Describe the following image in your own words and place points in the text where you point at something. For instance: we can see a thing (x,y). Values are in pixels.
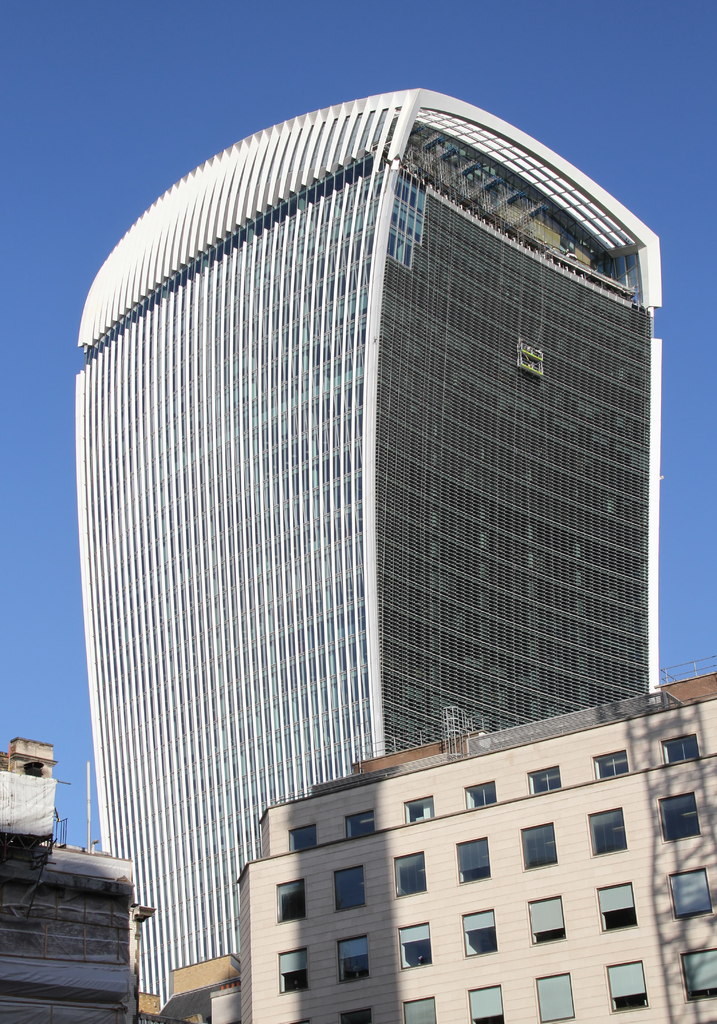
In the center of the image (470,365) there are buildings (339,548). At the top of the image (249,84) there is sky (249,84).
